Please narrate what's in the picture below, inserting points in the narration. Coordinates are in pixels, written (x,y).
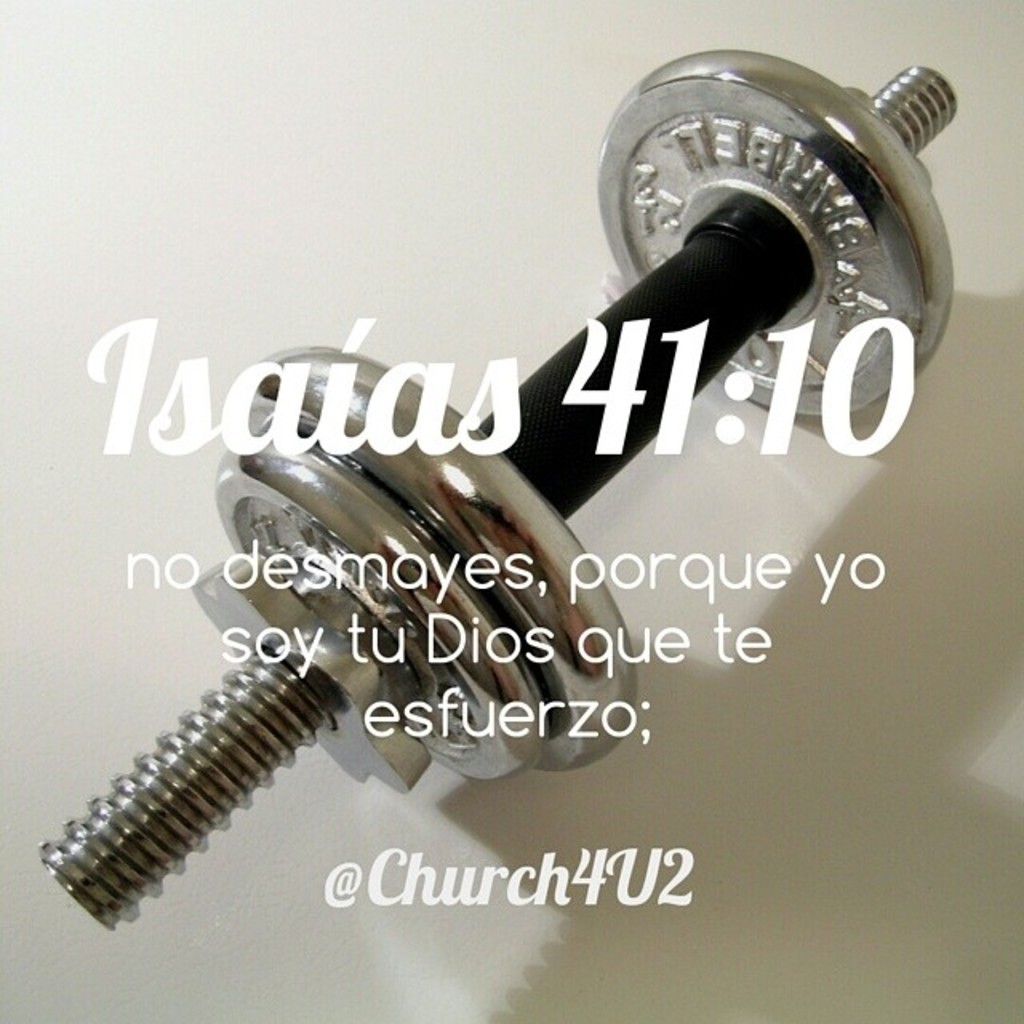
In this picture we can see the white surface (544,277). We can see an object (350,726) and words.
